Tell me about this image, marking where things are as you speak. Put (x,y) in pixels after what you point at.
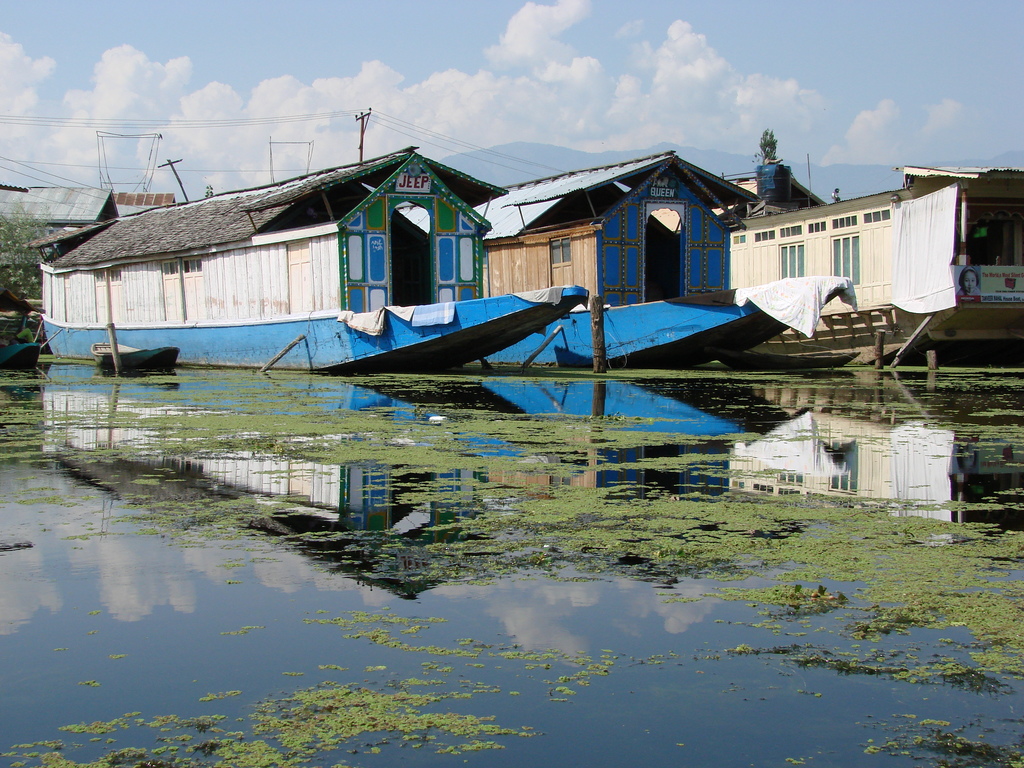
In this picture I can see the water (460,585) at the bottom (476,547), in the middle (450,257) there are boat houses (344,280). At the top (504,77) I can see the sky (504,77).
